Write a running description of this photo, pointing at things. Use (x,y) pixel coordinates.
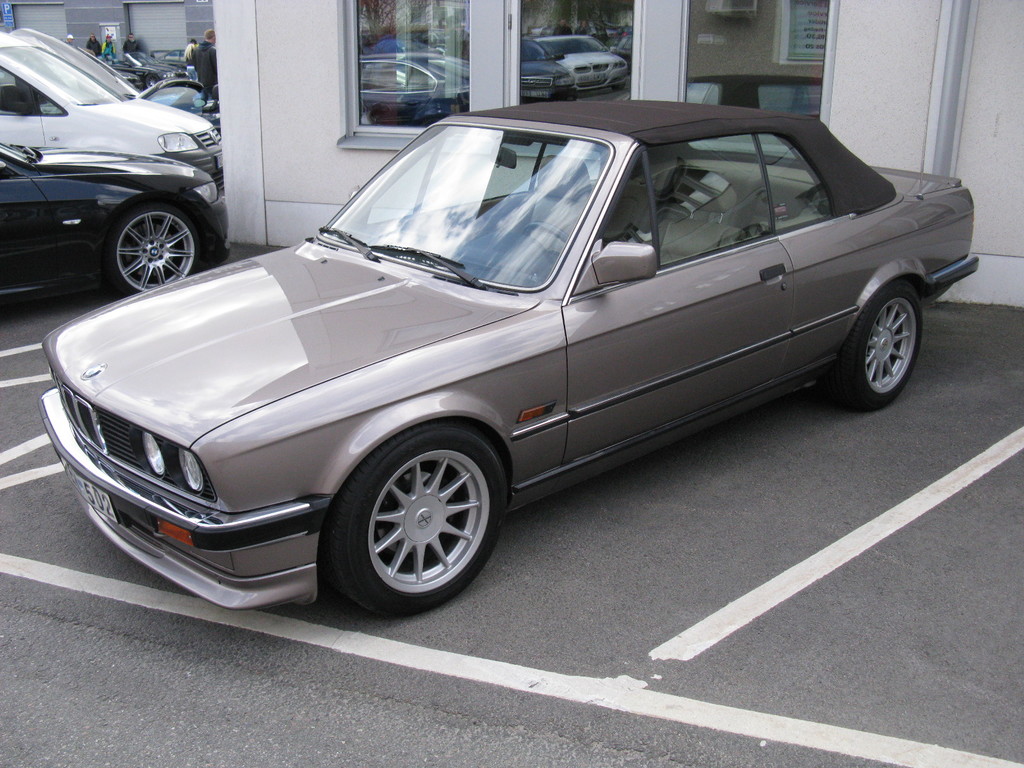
In the center of the image (507,375) we can see car (527,405) on the road (378,623). On the left side of the road (499,584) we can see many cars (126,124) and persons (103,57). In the background (282,77) there are windows (835,23) and building (852,89).
